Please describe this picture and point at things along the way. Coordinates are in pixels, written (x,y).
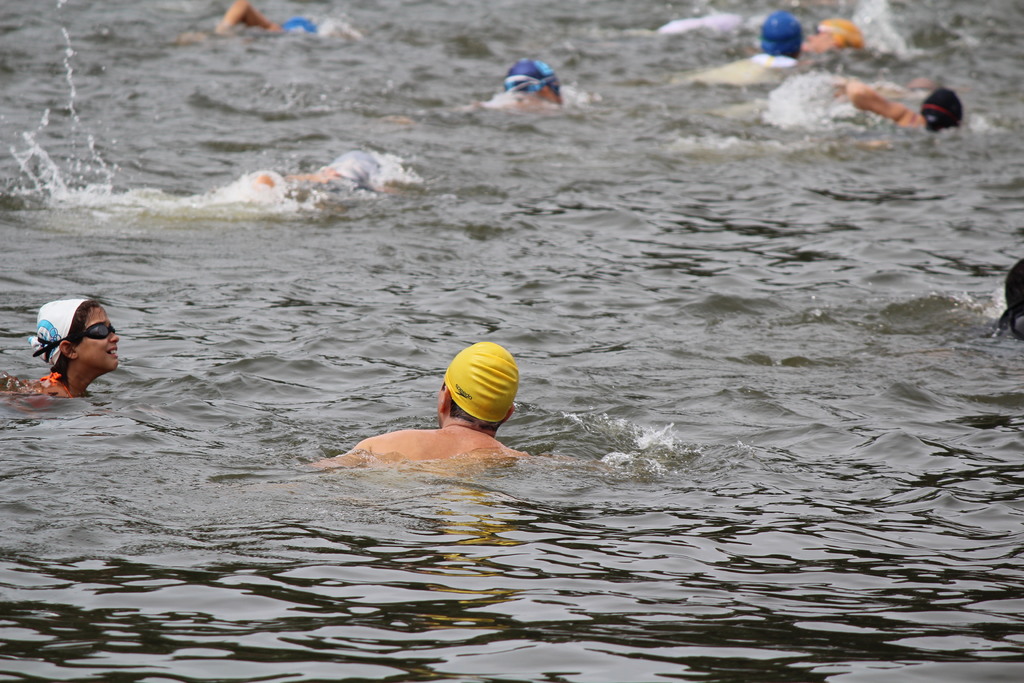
In this picture we can see a group of people (114,335) swimming in the lake water (418,366) wearing yellow and white color caps (58,325).
